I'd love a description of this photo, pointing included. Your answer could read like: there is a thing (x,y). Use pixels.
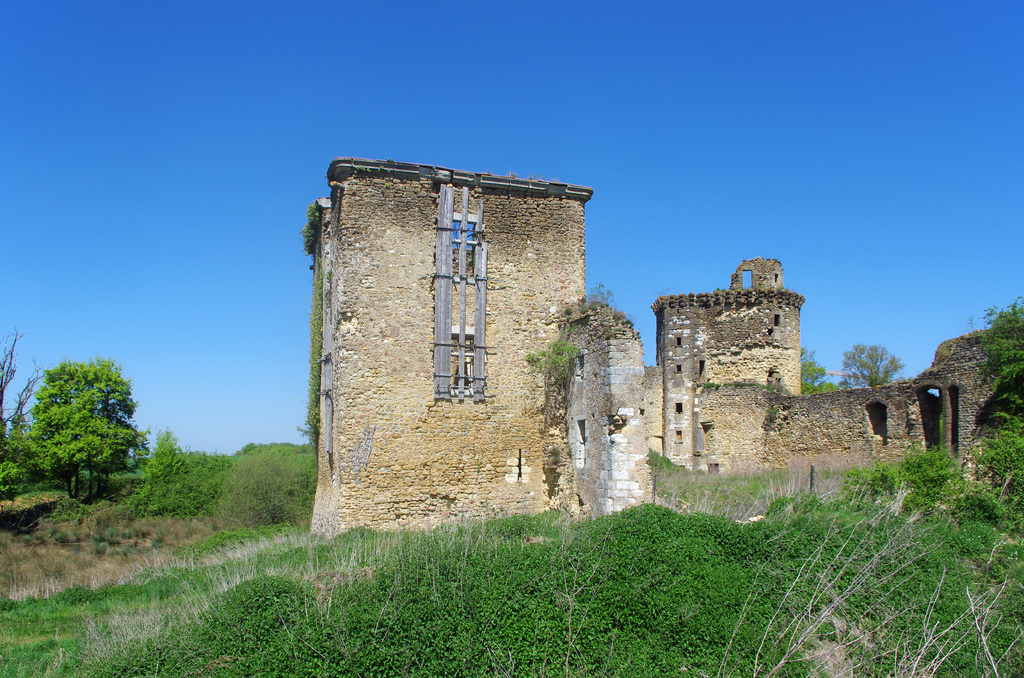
In this image we can see a building (796,397). In the foreground (367,535) we can see group of plants (836,527). In the background (133,454), we can see trees (185,454) and sky (231,203).
